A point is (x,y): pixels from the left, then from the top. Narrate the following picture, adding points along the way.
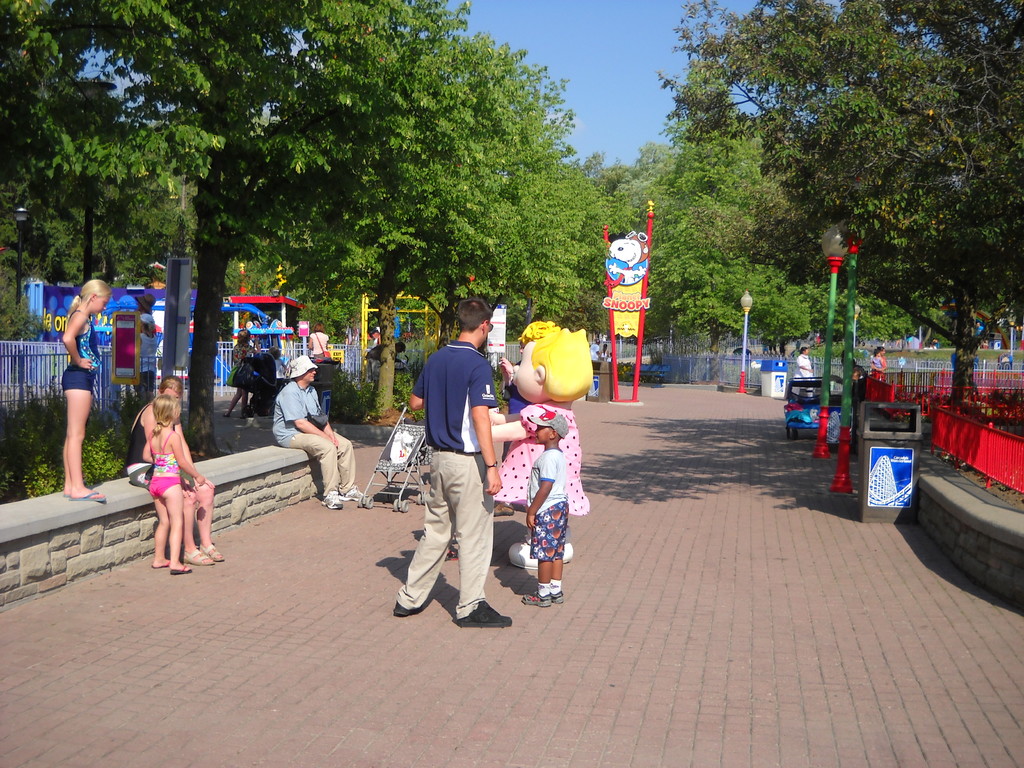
In this image there are people (542,559) standing on a pavement (375,538) and there is a doll (506,436), beside that there are people (303,428) sitting on a bench (251,479), on either side of the pavement (510,577) there are poles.
